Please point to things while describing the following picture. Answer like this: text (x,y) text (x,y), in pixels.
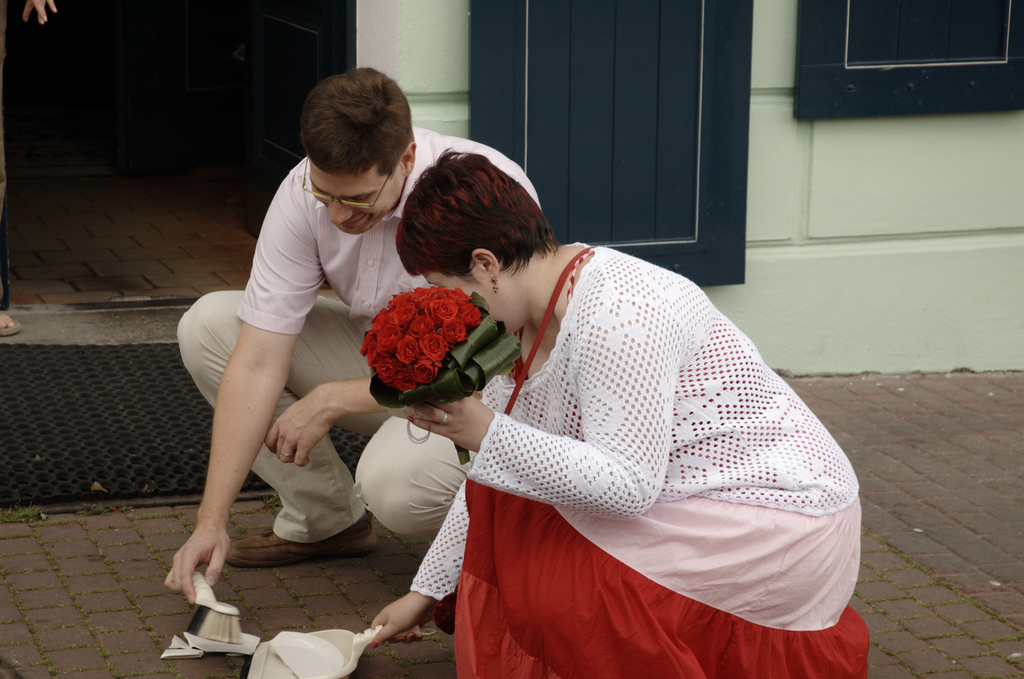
In this image we can see a man (319,451) holding a brush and a woman (519,503) holding a bouquet (483,365) sitting on their knees (384,503) on the footpath (249,613). On the backside (72,386) we can see a rubber mat (126,371), wall (422,102) and a door (510,64).
